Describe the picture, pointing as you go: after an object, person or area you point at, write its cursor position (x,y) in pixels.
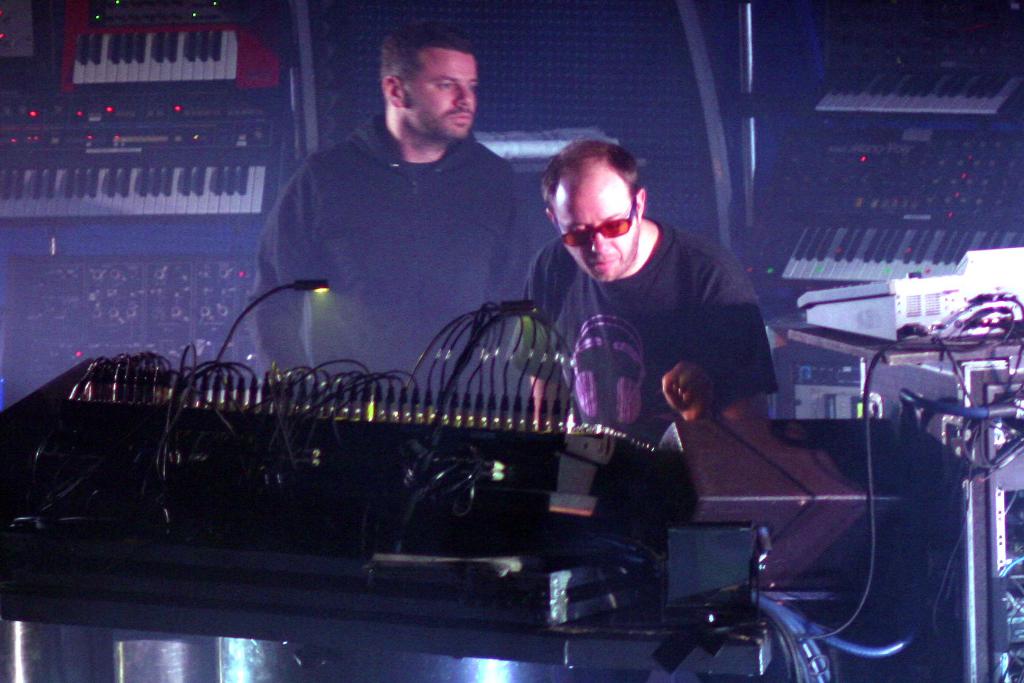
In this picture we can see there are two people (364,243) standing on the stage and in front of the people (432,196) there are some music systems (614,440) and cables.
